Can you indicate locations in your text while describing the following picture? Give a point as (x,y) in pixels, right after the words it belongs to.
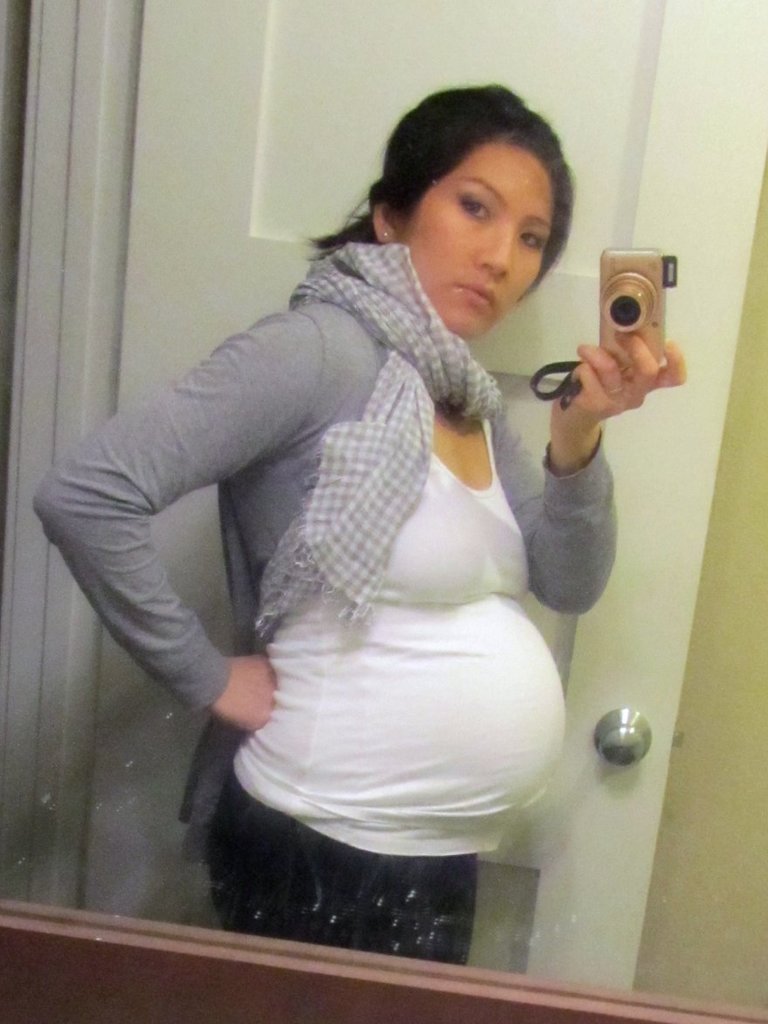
In the picture there is a pregnant lady (339,520) capturing the photo of herself by looking into the mirror (139,982), behind her there is a door (595,232).
